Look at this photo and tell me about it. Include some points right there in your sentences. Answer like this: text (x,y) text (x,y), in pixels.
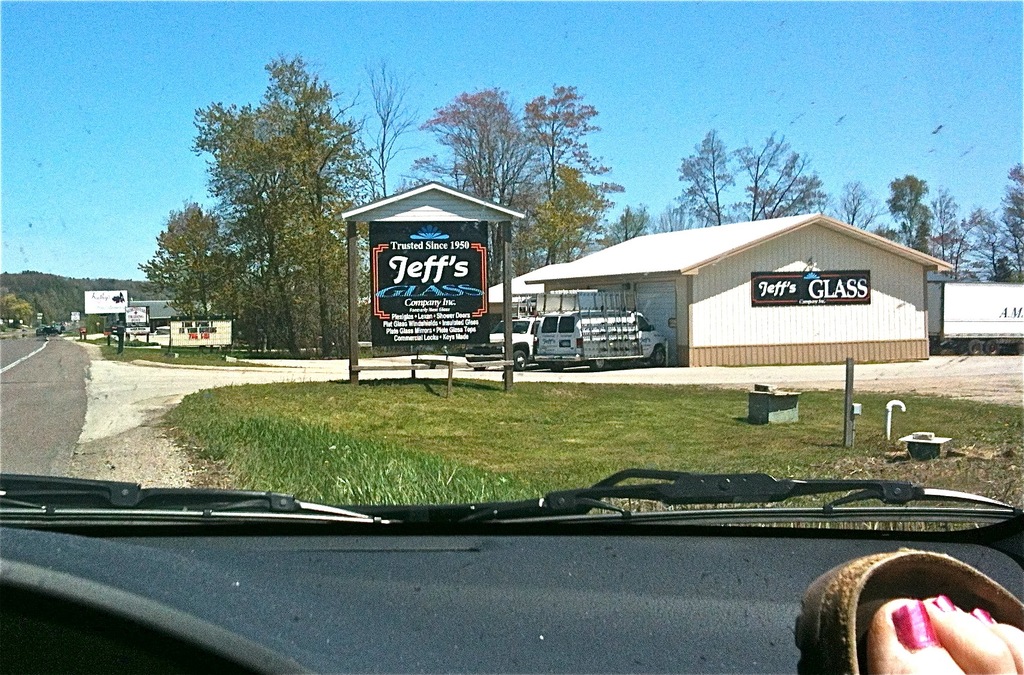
In this picture we can see a person leg (925,668) inside a vehicle (128,567), grass (402,469), road (41,384), vehicles (576,330), name boards (449,271), banners (227,331), trees (244,339), houses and some objects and in the background (128,223) we can see the sky (863,71).
